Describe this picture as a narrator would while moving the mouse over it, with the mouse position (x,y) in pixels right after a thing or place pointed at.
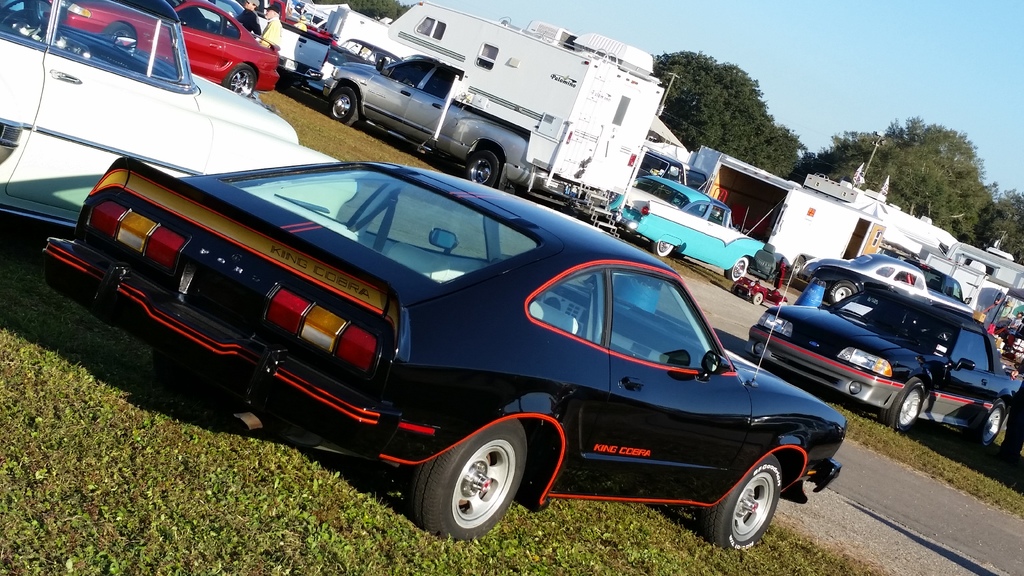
In this image we can see a grassy land (574,540), a blue sky (937,95) and a road (909,511). There are many vehicles (228,47) in the image. There are two persons (261,45) in the image.
